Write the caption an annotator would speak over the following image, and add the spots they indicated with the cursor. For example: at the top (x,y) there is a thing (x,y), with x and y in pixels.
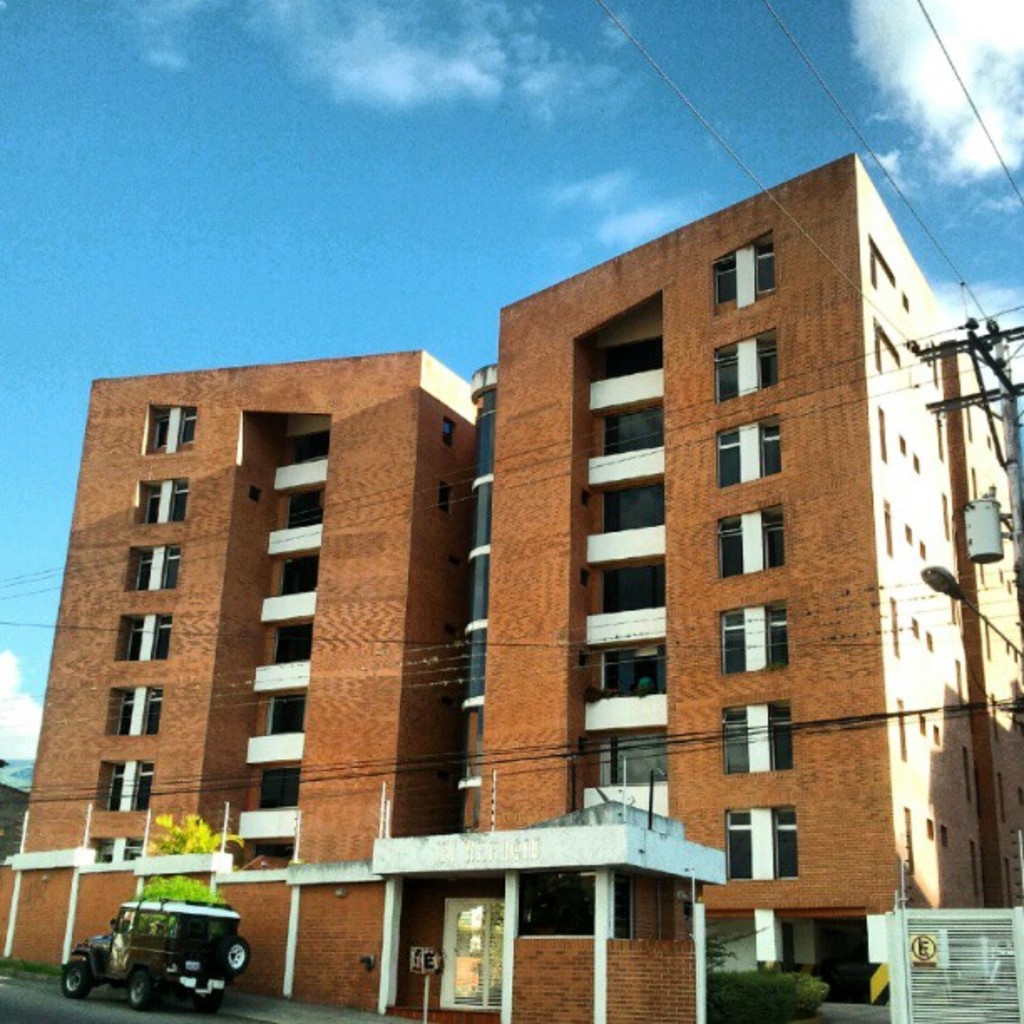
There are buildings (408,542) with windows (629,735). Near to the buildings (641,750) there is a tree (172,844) and a vehicle (124,924). On the right side (985,521) there is a electric pole (988,395) with wires (644,737). In the background (376,133) there is sky (366,173).
